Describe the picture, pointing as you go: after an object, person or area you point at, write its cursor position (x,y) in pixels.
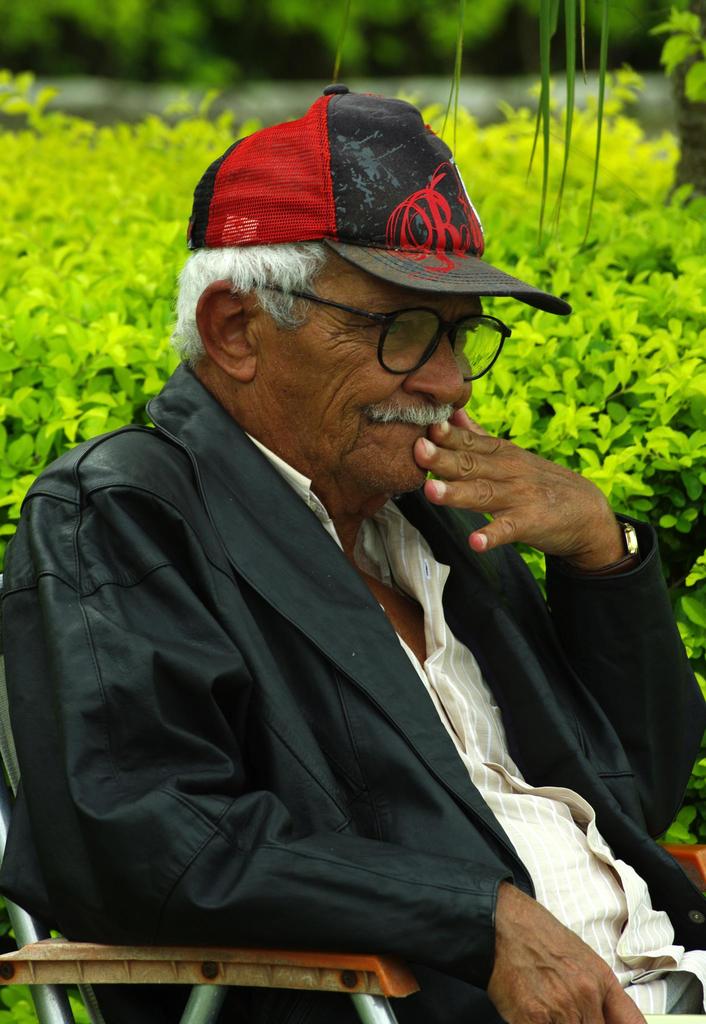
There is one man (211,663) wearing a black color coat (265,622), a cap (322,206) and sitting on the chair (300,960) is in the middle of this image (270,635). We can see plants (109,246) in the background (582,318).
